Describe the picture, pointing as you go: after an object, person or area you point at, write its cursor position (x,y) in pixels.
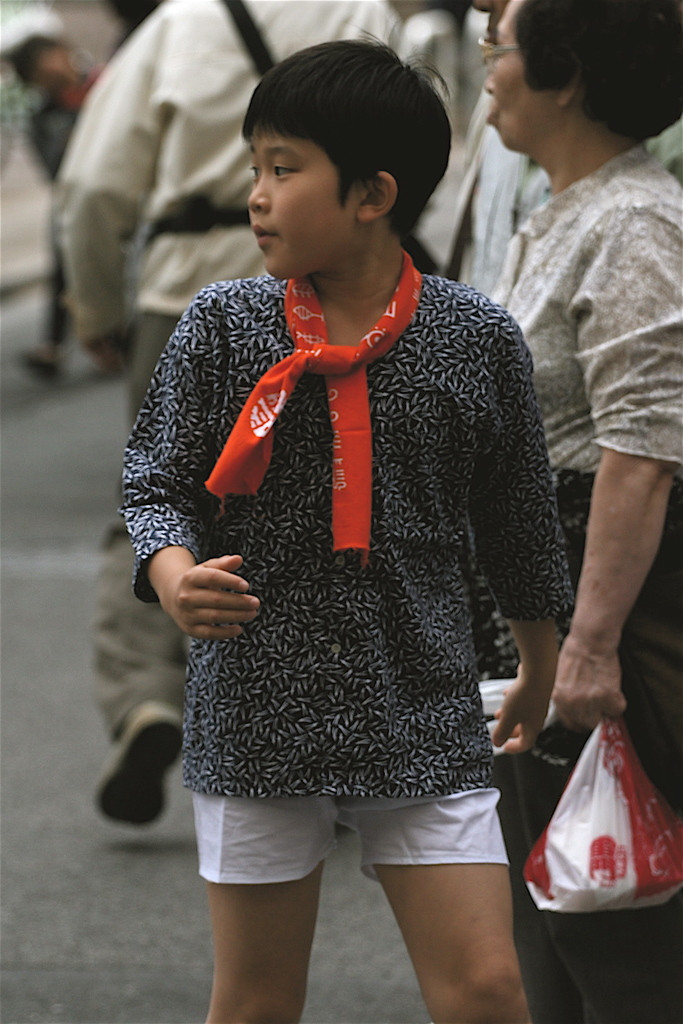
In this picture we can see a group of people (146,663) where some are standing and some are walking on the road (139,933), plastic cover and in the background (74,24) it is blurry.
